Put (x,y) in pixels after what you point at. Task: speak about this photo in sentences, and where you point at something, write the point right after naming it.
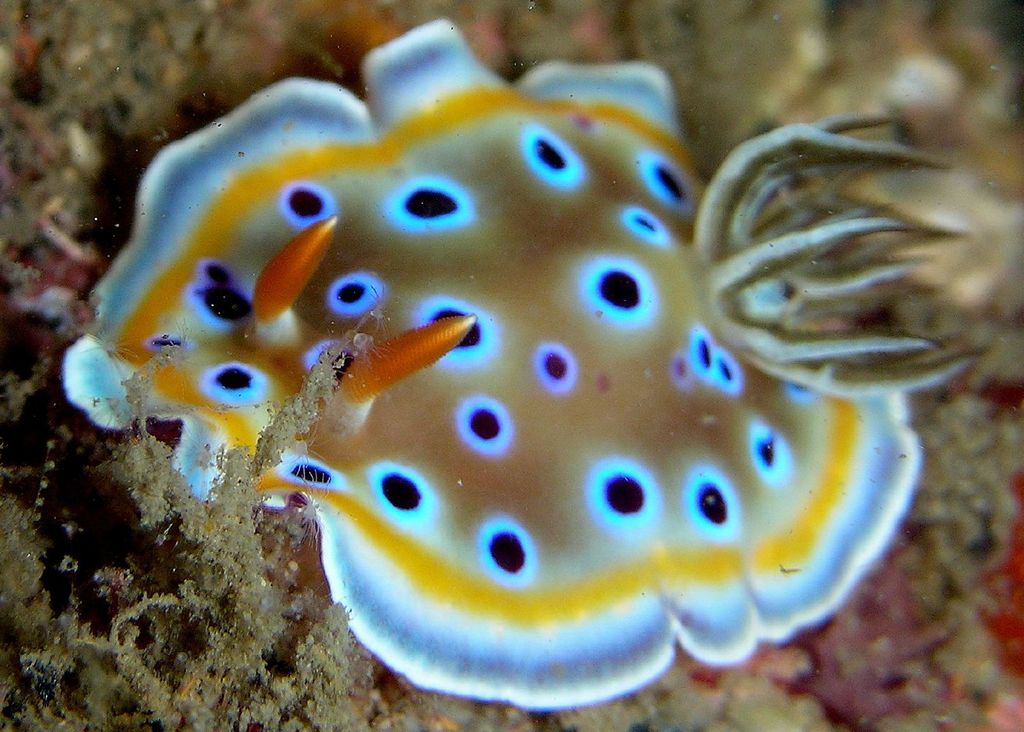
In the picture there is some water species (353,183) on the sand (154,523) inside the water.
